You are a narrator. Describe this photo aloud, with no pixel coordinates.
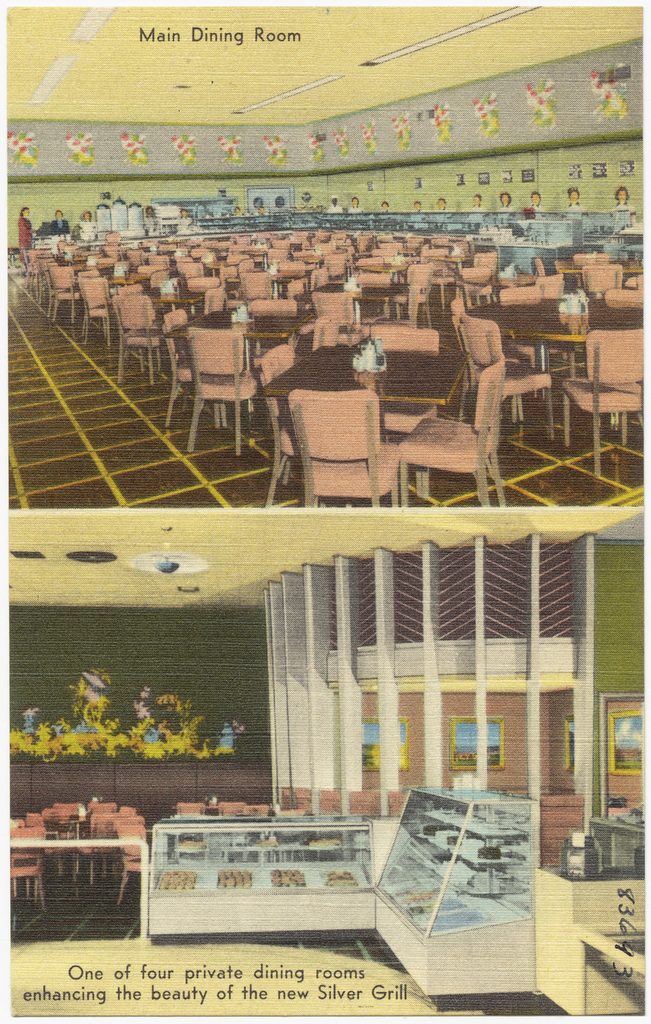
It is a collage image and it is a graphical image.
